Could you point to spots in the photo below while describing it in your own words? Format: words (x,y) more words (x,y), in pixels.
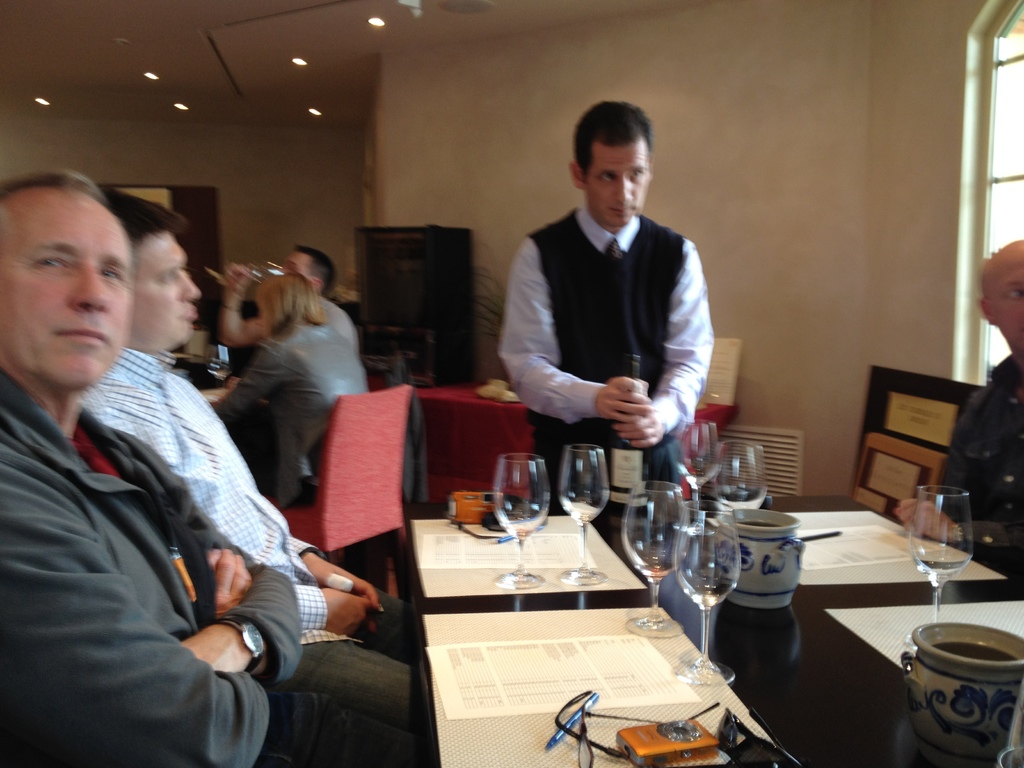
In this image I see 3 men (13,645) were sitting on chairs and this man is standing and there is a table (830,622) in front of them on which there are glasses (720,474), cups (749,591) and other things (547,752). In the background (797,310) I see the wall (334,197), few people (304,248) and the lights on the ceiling (365,65).
